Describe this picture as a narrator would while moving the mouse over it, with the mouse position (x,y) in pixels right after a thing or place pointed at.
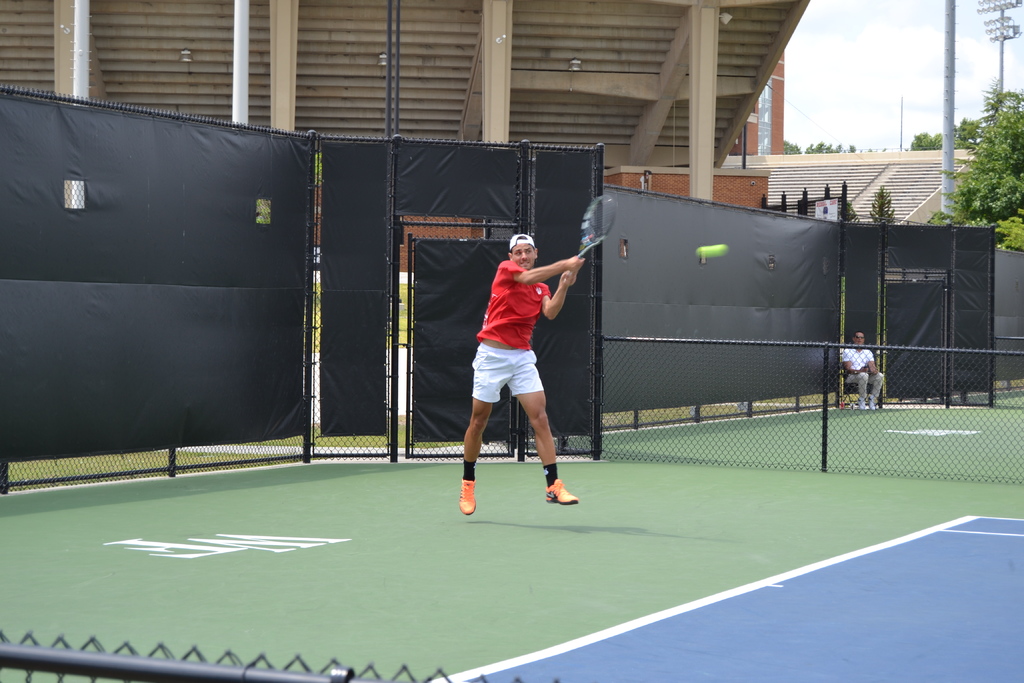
This picture is clicked outside. In the center (522,281) there is a person (520,289) wearing red color t-shirt (494,310), holding a tennis racket (584,228) and jumping in the air. On the right (723,252) we can see a ball (710,251) is in the air and a person (859,358) sitting on the chair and we can see the metal rods (828,396), mesh (965,391), curtains (971,382), trees (1010,114), lights (987,32), sky (844,66), roof (644,31) and some houses (749,125).
